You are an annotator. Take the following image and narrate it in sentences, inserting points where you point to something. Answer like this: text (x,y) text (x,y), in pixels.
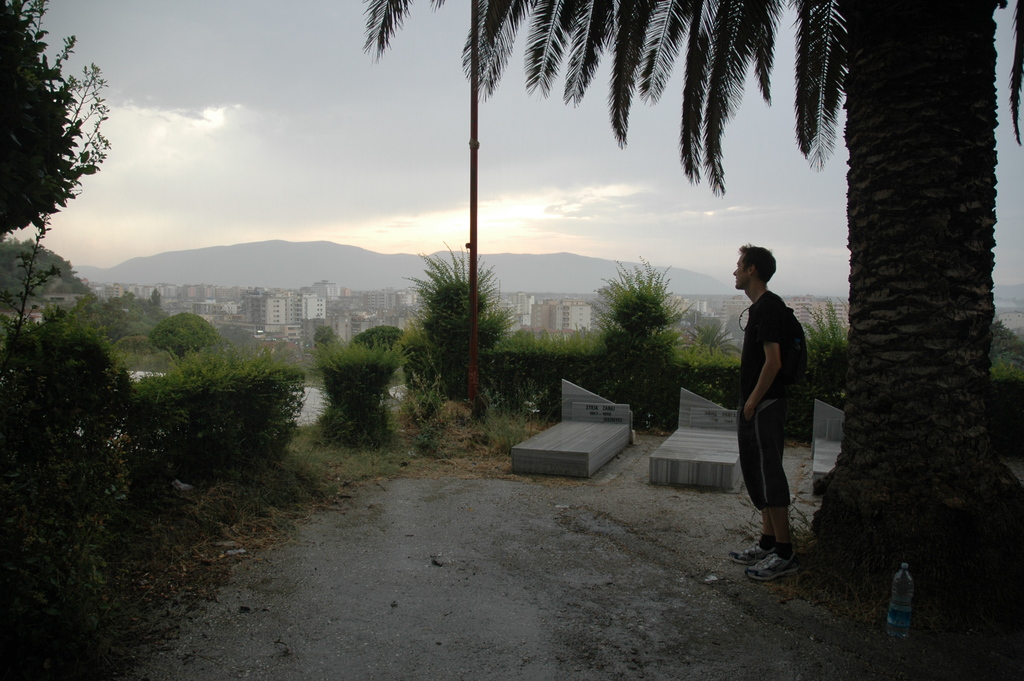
In this image I can see a man (760,256) under a tree (869,76). Here I can see number of plants (173,359), number of buildings (319,315). I can also see a mountain (560,262).
